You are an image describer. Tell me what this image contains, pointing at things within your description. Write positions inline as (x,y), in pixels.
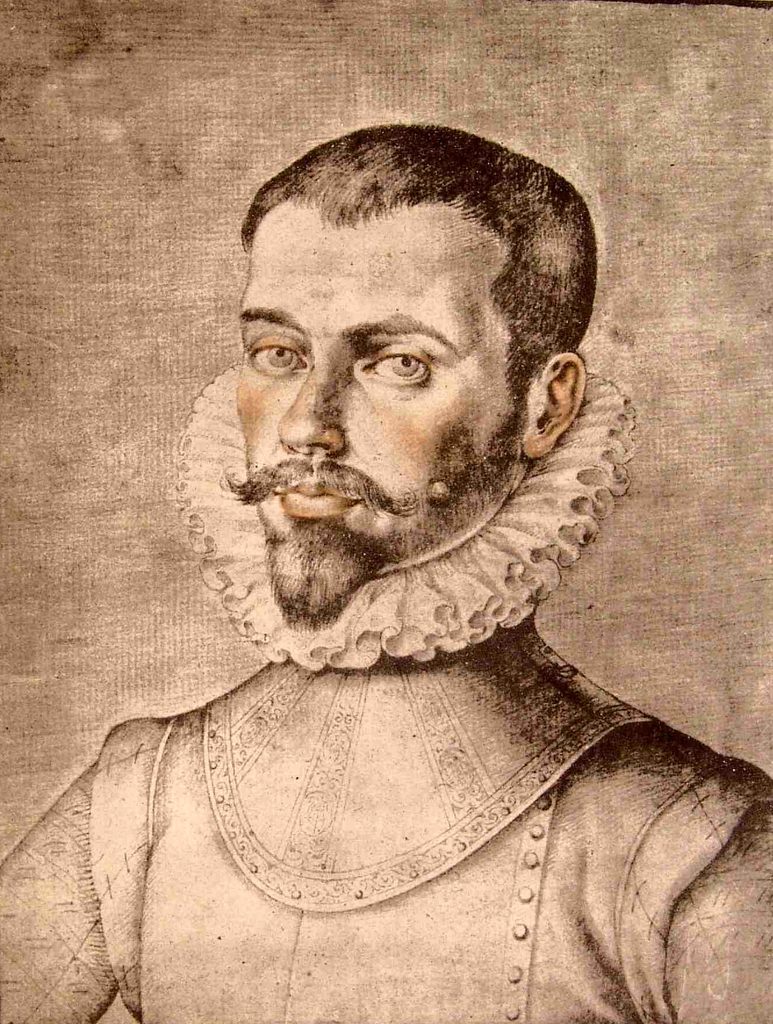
In this picture we can observe a sketch (319,542) of a man (359,782) on the cream color surface (109,360). This sketch (533,373) is in black color.
